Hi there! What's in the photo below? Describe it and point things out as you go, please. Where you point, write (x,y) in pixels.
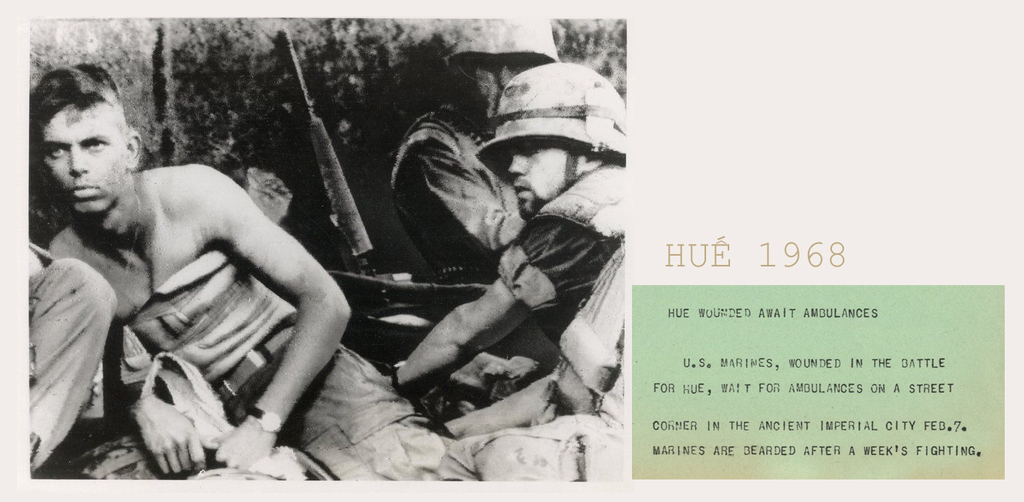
In this picture I can see an image of few men (72,170) and I see that, the image is of white and black color. On the right side of this image (781,266) I see something is written.
